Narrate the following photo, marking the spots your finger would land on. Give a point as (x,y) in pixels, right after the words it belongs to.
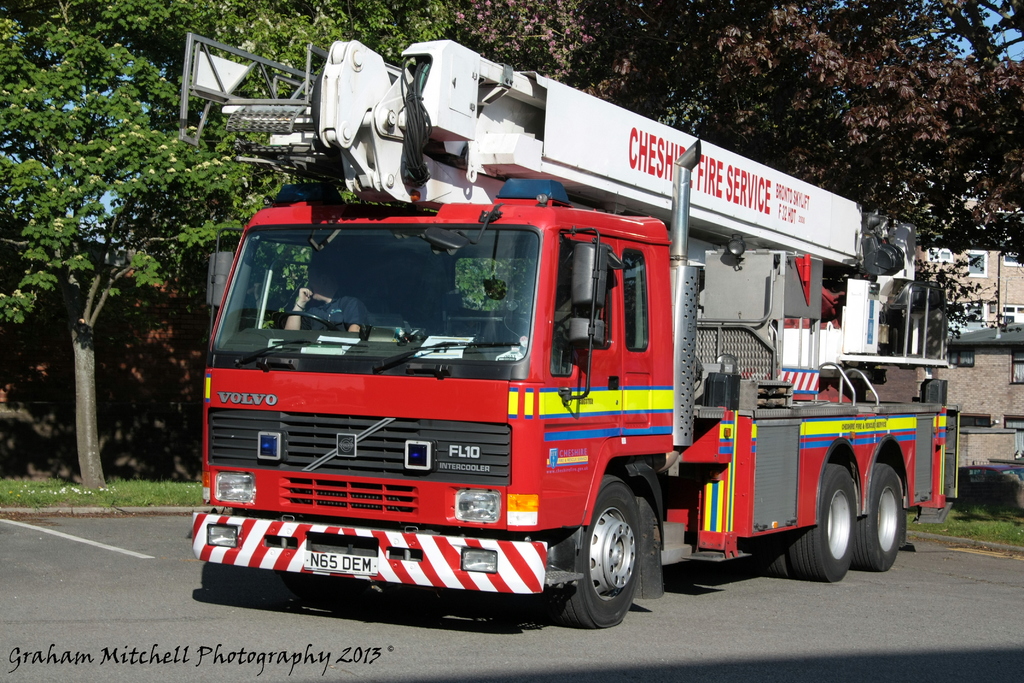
Here in this picture we can see a red colored fire engine truck (499,345) present on the road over there and behind it we can see a house (965,260) present and we can see some part of ground (61,495) is covered with grass (977,523) and we can also see plants (983,501) and trees (754,118) present all over there.
